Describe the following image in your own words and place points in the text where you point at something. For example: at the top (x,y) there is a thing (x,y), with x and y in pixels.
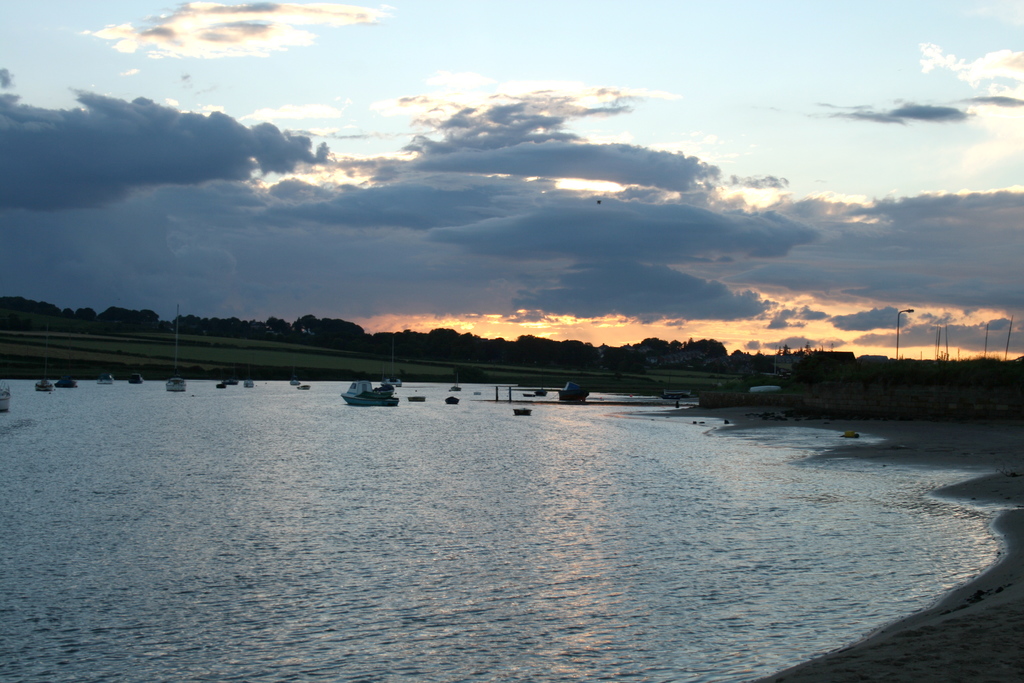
This image consists of a river (441,472) or a pond (279,525) in which there are many boats (2,404). At the bottom right (979,663), there is sand (984,638). In the background (39,321), there are many trees (63,315) and plants (472,349). At the top (642,158), there are clouds (689,157) in the sky (653,181).
